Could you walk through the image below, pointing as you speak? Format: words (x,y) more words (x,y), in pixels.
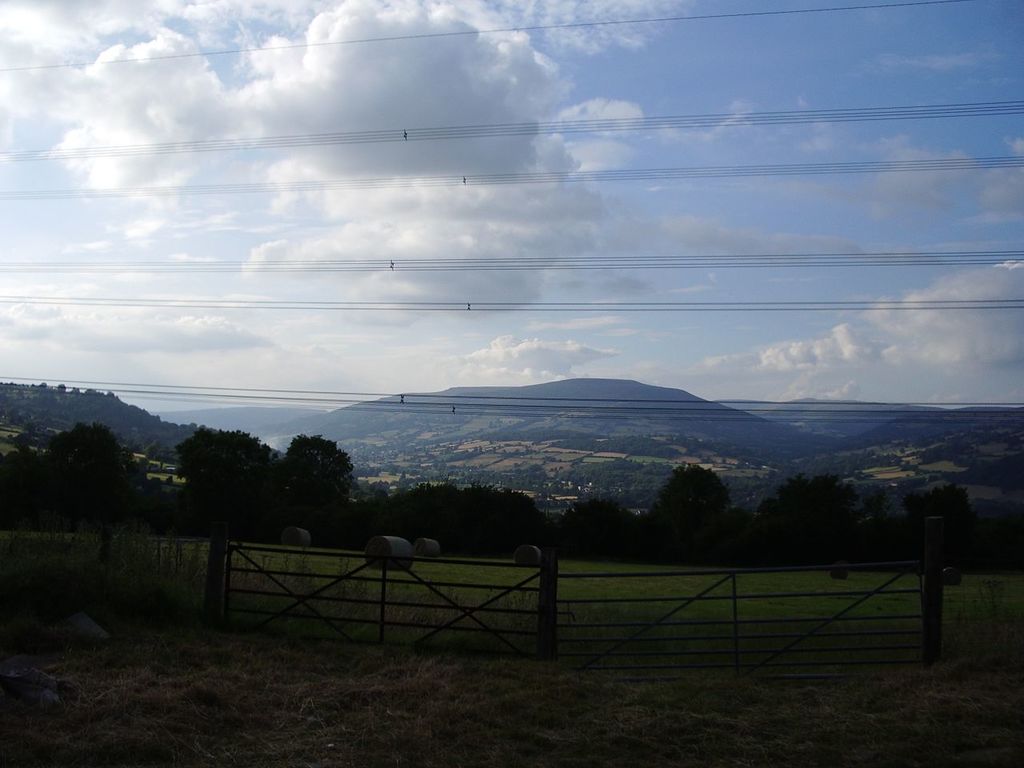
In this image in the center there is a fence (884,585), and at the bottom (486,662) there is grass (934,693) and also there are some stones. In the background (212,490) there are trees (773,502), mountains (722,466) and at the top (254,228) there are some wires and sky (249,303).
